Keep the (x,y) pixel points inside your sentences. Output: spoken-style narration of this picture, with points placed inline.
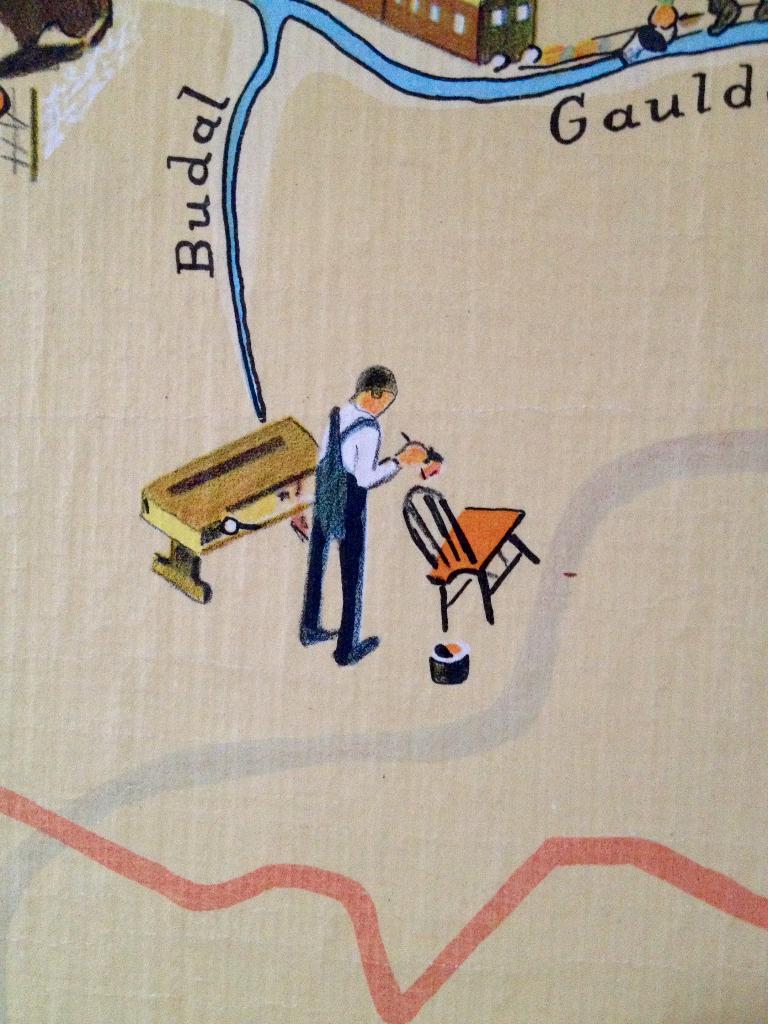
In the foreground of this image (420,838), it seems like on a cardboard (417,809), there are paintings (263,456) of table (237,504), man (351,532), chair (436,557), water (240,119), railing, building (459,42) and the text (628,120).
